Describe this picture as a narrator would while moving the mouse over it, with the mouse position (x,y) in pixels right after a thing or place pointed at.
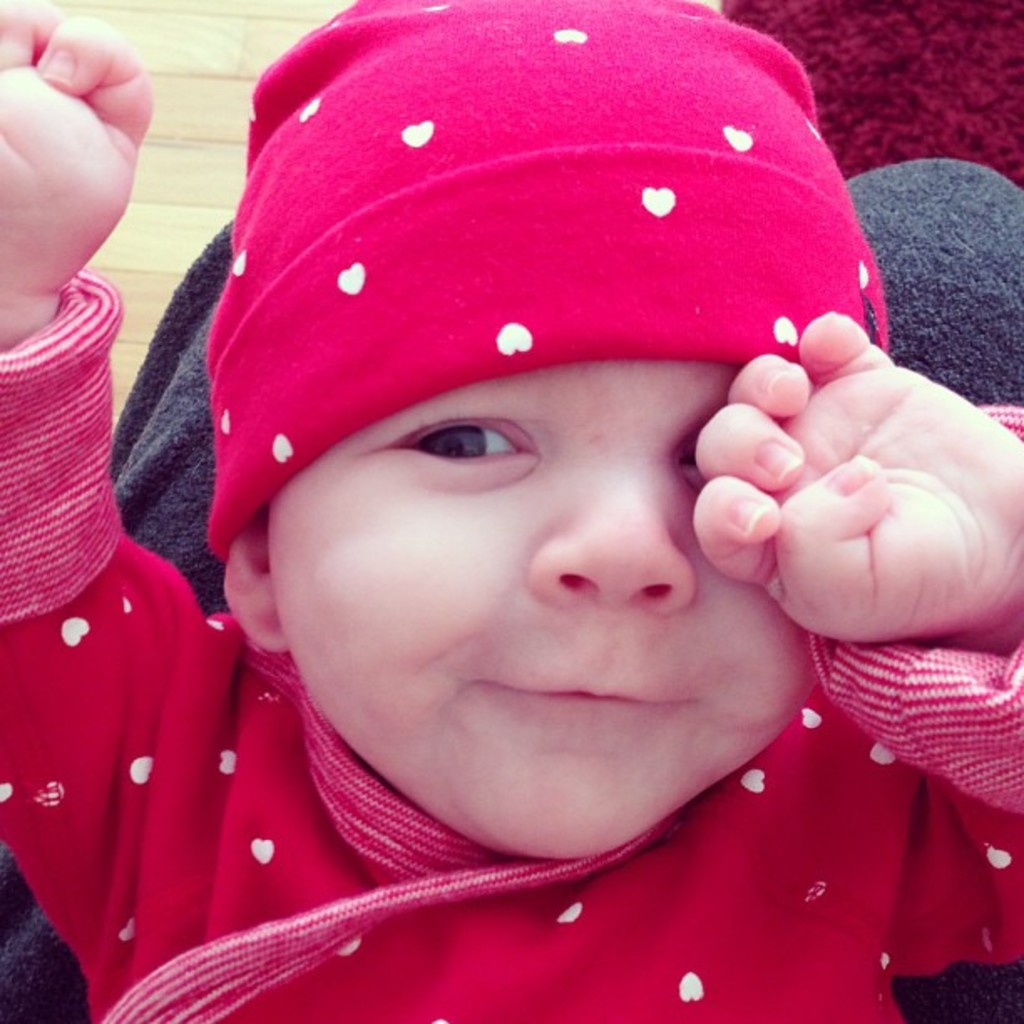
In the middle of the image (563,561) we can see a baby (455,617) and the baby (525,725) is smiling.
